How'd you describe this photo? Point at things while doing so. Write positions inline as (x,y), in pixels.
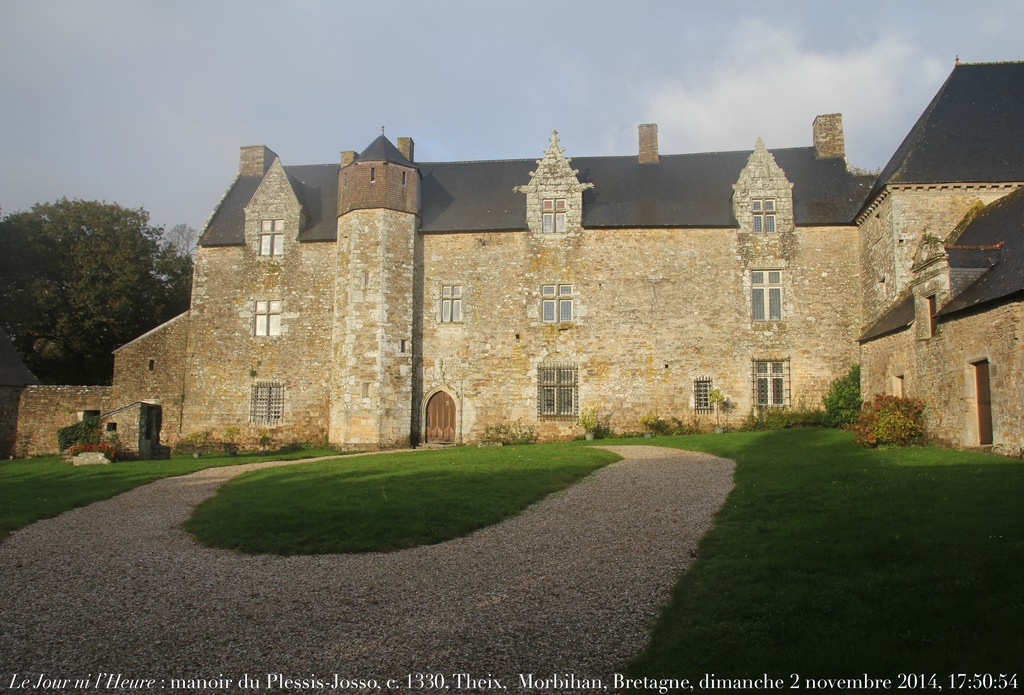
In this image, we can see buildings (632,360) with walls (630,341) and doors (453,436). Here we can see windows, plants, grass (443,526) and walkway (465,548). Background (56,321) there is a tree (132,316) and sky (627,83). At the bottom of the image (734,678), we can see some text (577,678).
